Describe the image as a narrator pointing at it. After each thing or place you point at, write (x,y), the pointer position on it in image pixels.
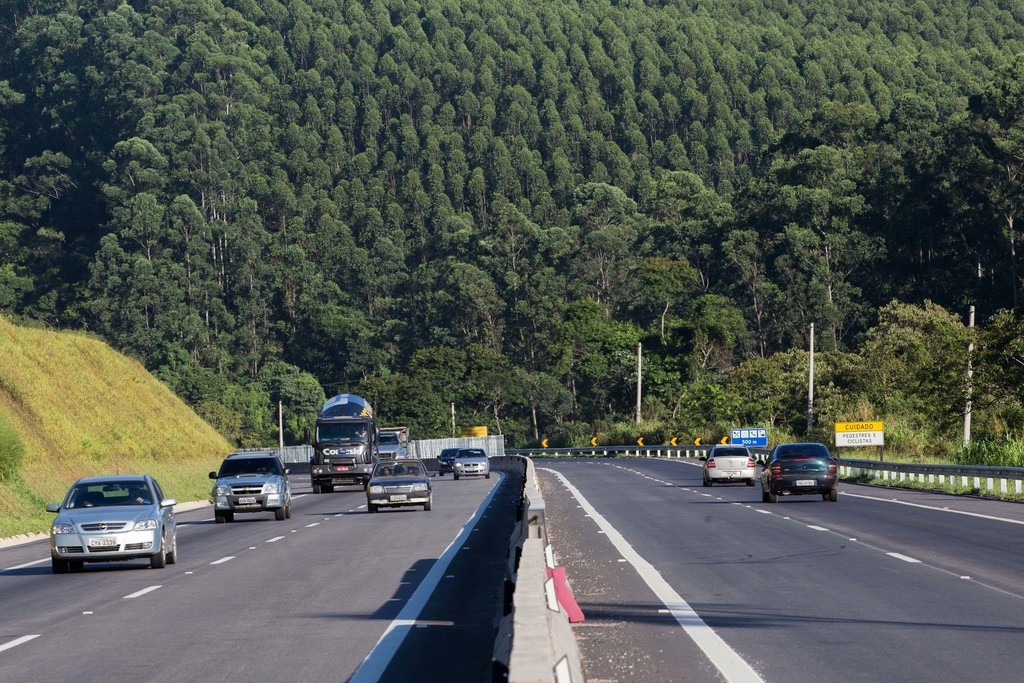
In this picture there are vehicles (230,511) moving on the road (366,506) and in the background (497,263) there are trees (495,233). On the left side (112,415) there is grass (24,434). On the right side (846,446) there are poles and there are boards (737,440) with some text (876,435) written on it and there are plants (944,435) and trees (851,394).
